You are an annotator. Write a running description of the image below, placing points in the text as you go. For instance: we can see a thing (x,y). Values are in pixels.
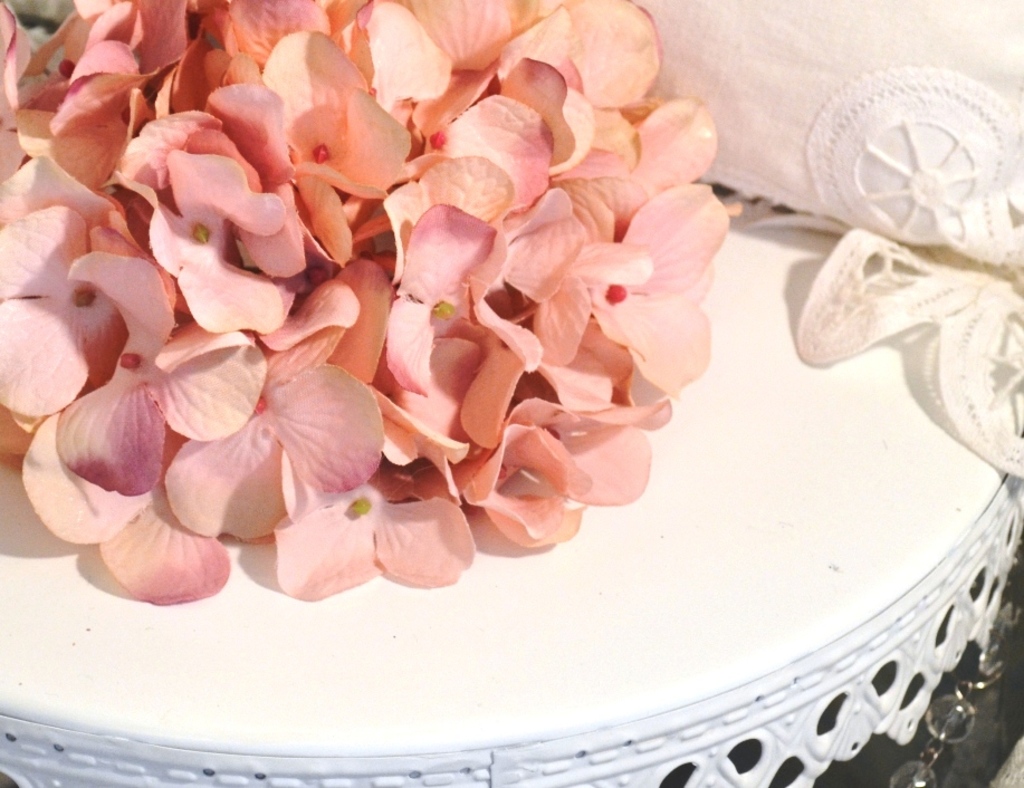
In this image there are flowers (351,432) on the table (799,496) having a cloth (901,199).
